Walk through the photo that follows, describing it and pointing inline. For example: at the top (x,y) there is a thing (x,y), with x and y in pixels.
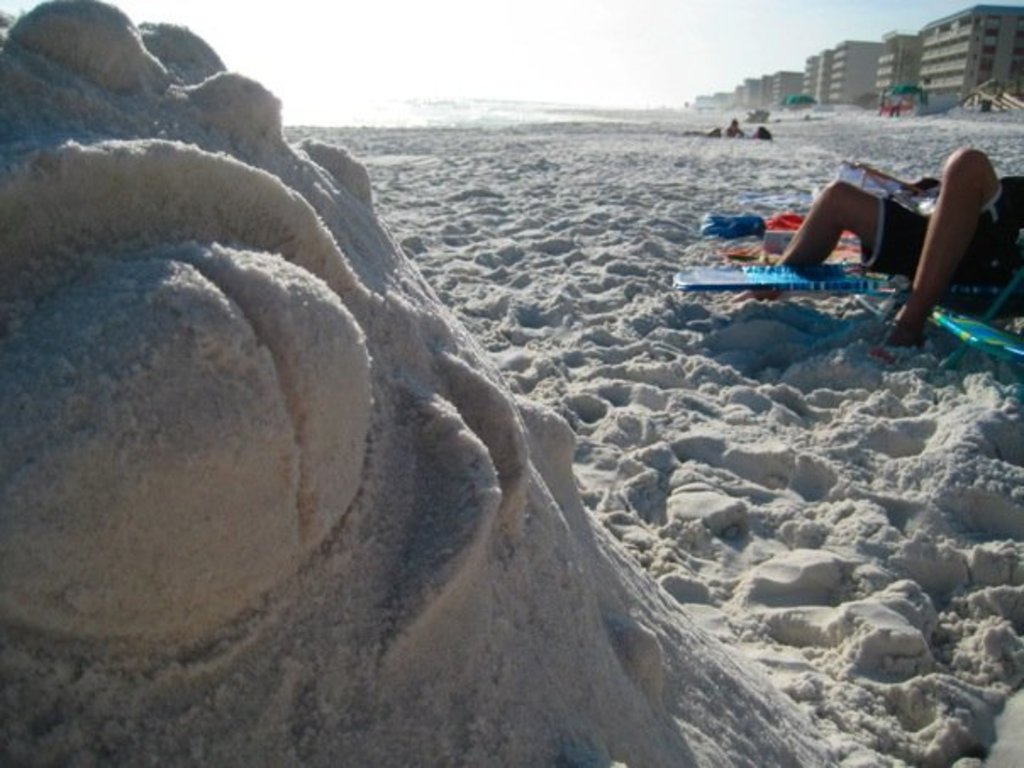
This picture is clicked outside the city. On the right (909,65) we can see the group of persons (857,196) lying on the ground (689,113) and there are some objects (789,290) placed on the ground (900,124) and we can see the umbrellas (904,91) and the group of buildings (820,68). On the left (290,391) we can see the sand (321,532). In the background (627,33) there is a sky (430,48).
